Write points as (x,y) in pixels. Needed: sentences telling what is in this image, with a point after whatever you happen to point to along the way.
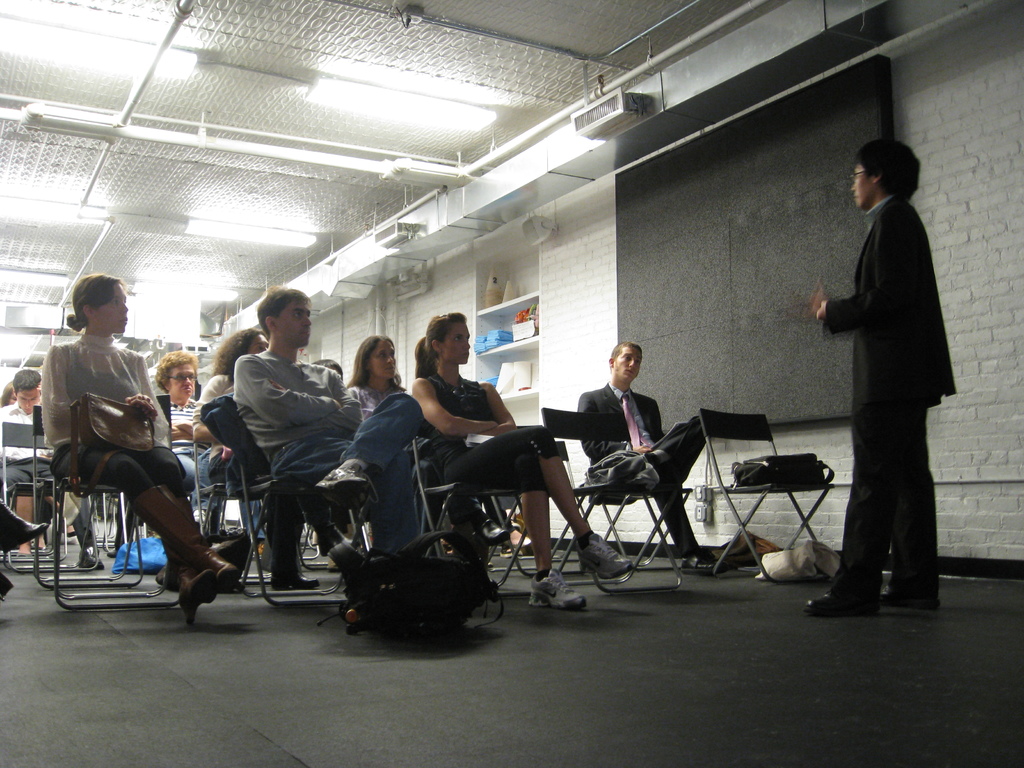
In this image there are group of people (662,471) who are sitting on the chairs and listening to the man (914,475) who is speaking in front of them. At the top (205,66) there is lights (418,116) and ceiling (293,210). In the middle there is a bag (389,625) which is kept on floor (415,672). To the right side (752,203) there is a wall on which there is a black board (690,227).
